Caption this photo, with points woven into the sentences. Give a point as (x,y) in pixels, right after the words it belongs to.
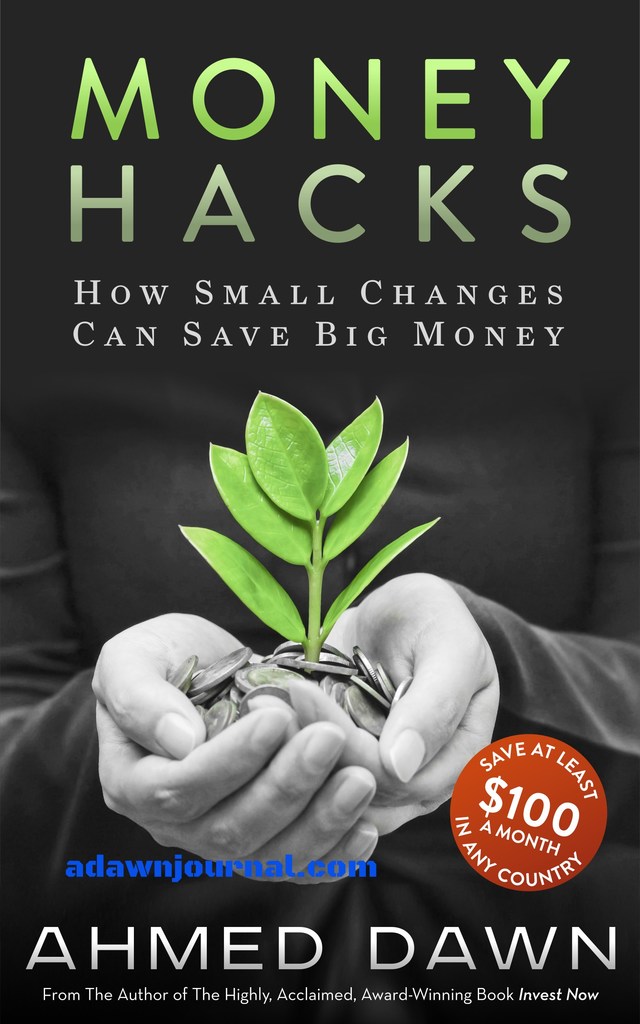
In the picture I can see a black color poster (363,581) on which we can see some edited text (243,337) at the top (243,337) and bottom of the image (94,947) and we can see a person's hand (246,783) holding some coins (206,676) and a plant (246,454). On the right side of the image (521,810) we can see a logo (521,817) which is in red color.
